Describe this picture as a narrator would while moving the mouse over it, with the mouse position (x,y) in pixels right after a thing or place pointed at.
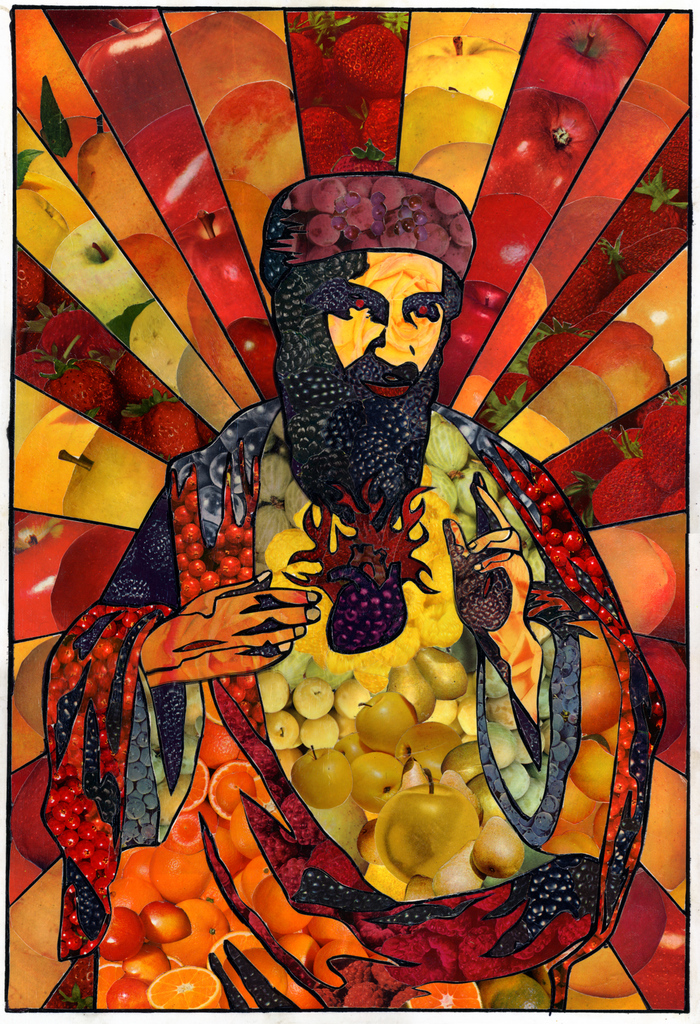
In this image I can see there is a person (164,739) sitting and there are fruits (215,898) like oranges (265,890), apples (104,572), berries (458,574) and many others.
